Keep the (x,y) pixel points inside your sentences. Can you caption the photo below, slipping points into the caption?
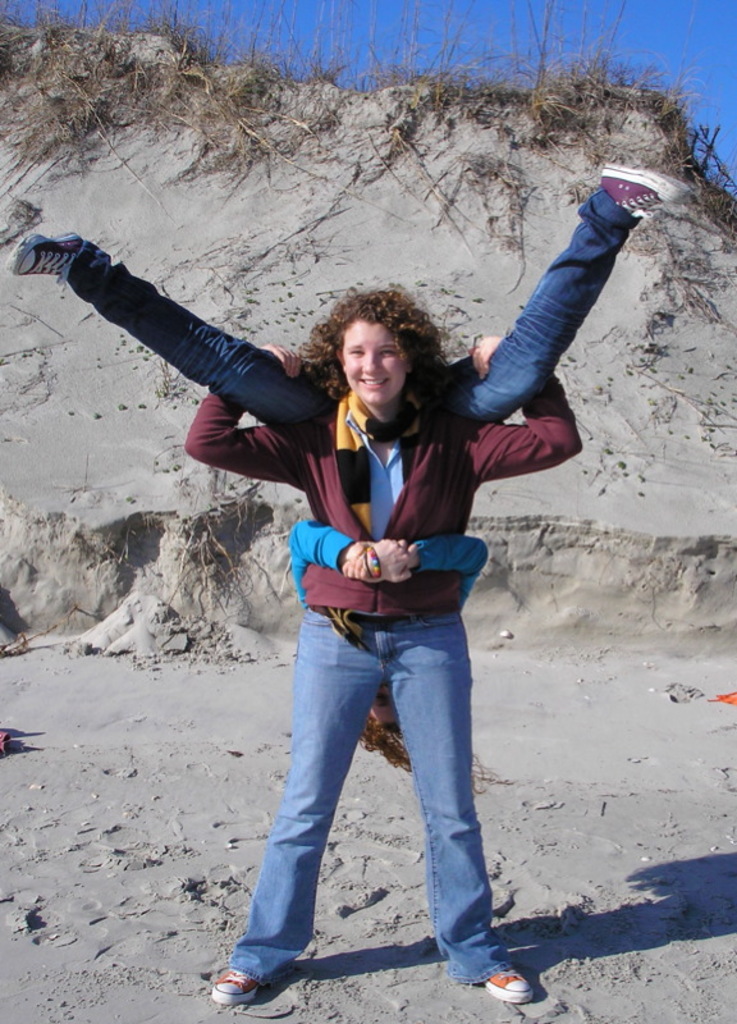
In this image we can see this person (405,458) wearing maroon color jacket (420,610) is lifting another person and standing on the sand (612,812). In the background (565,125), we can see grass (573,135) and the blue color sky (647,50).
